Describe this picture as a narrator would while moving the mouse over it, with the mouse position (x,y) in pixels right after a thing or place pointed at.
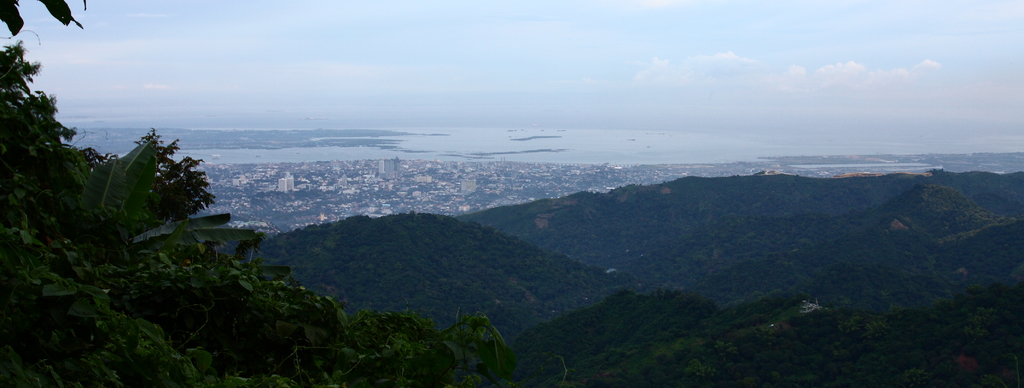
On the left side (276,329) there are trees (9,120). These are the hills (555,275) in the middle of an image (399,254). At the back side (557,160) there is water (570,156), at the top (520,63) it is the sky (621,73).
